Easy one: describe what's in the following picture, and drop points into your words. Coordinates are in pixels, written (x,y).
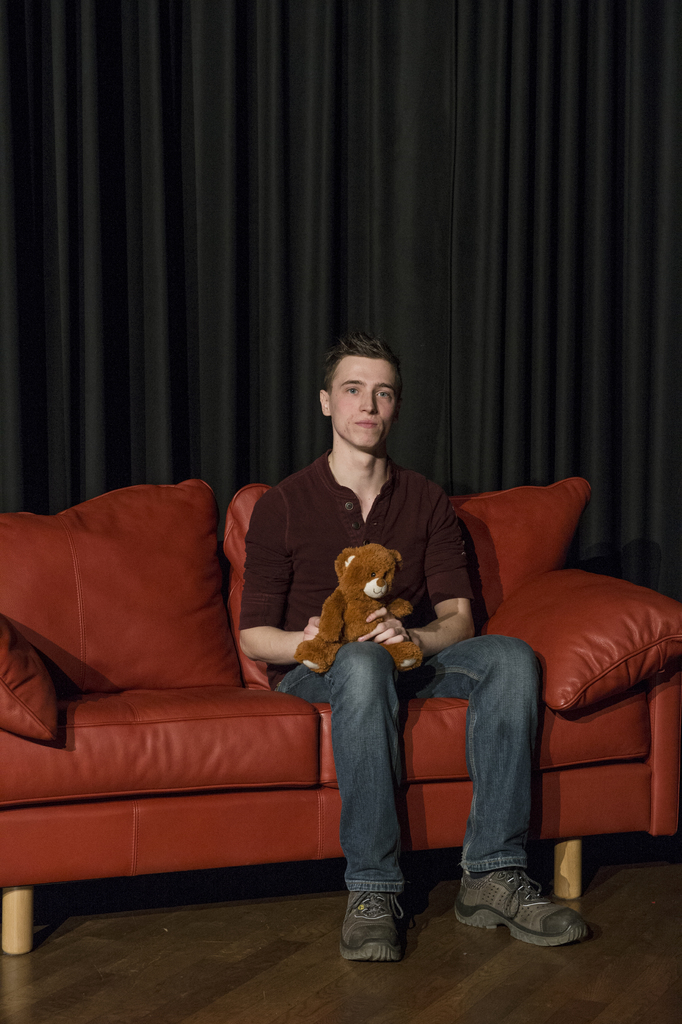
There is a person (314,524) sitting on a sofa (534,643) and he is holding a teddy bear (401,642) in his hand (396,626). In the background (546,319) we can see a black curtain (248,267).
